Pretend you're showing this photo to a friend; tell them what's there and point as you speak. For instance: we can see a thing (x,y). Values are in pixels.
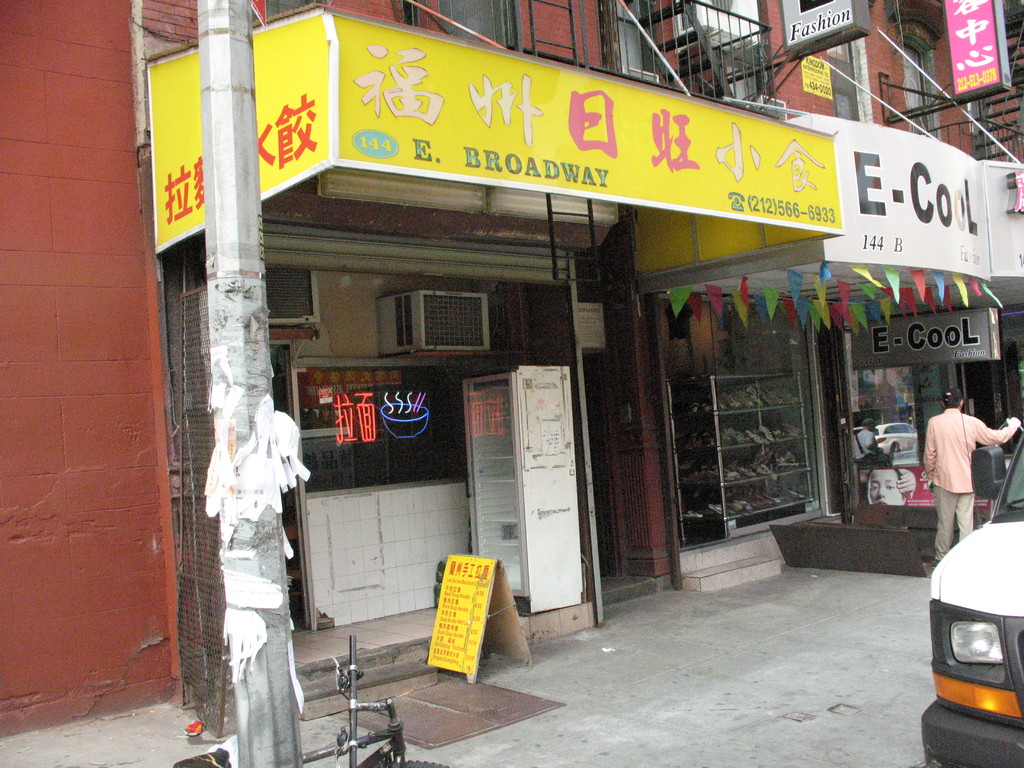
In this image I can see few stalls (769,404), in front (962,457) I can see a person (946,456) standing, I can also see a vehicle (1023,706) in white color. Background (578,41) I can see few boards (543,91) attached to the wall (38,227) and the boards (550,80) are in yellow and white color, and a building (162,272) in red color.
